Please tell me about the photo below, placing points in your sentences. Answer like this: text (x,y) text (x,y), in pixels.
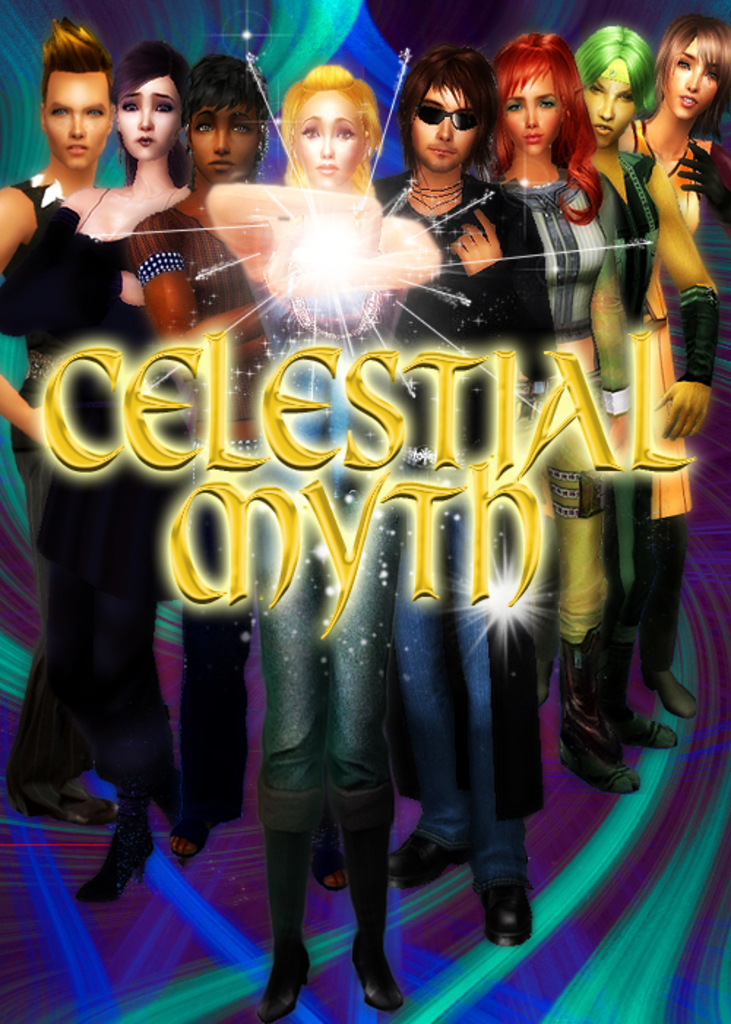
In this image there are eight animated characters (716,156) and something is written in the middle (404,356), it say celestial myth.
